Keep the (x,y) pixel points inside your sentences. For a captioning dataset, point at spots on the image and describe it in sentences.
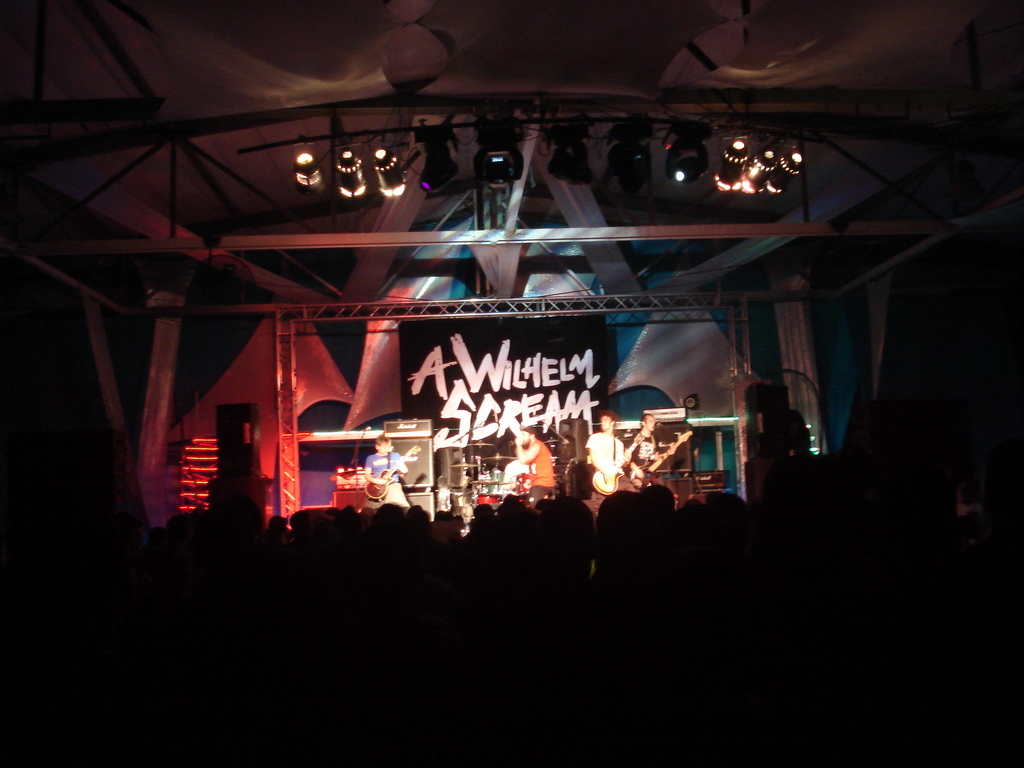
In this image I can see the group of people (486,593) are in front of the stage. On the stage (323,475) there are four people (525,456) are standing and playing the musical instruments (615,479). At the back of them there is a banner (506,363) attached to the stage (377,330). I can also see some of the lights (752,190) and sound boxes (239,430).
